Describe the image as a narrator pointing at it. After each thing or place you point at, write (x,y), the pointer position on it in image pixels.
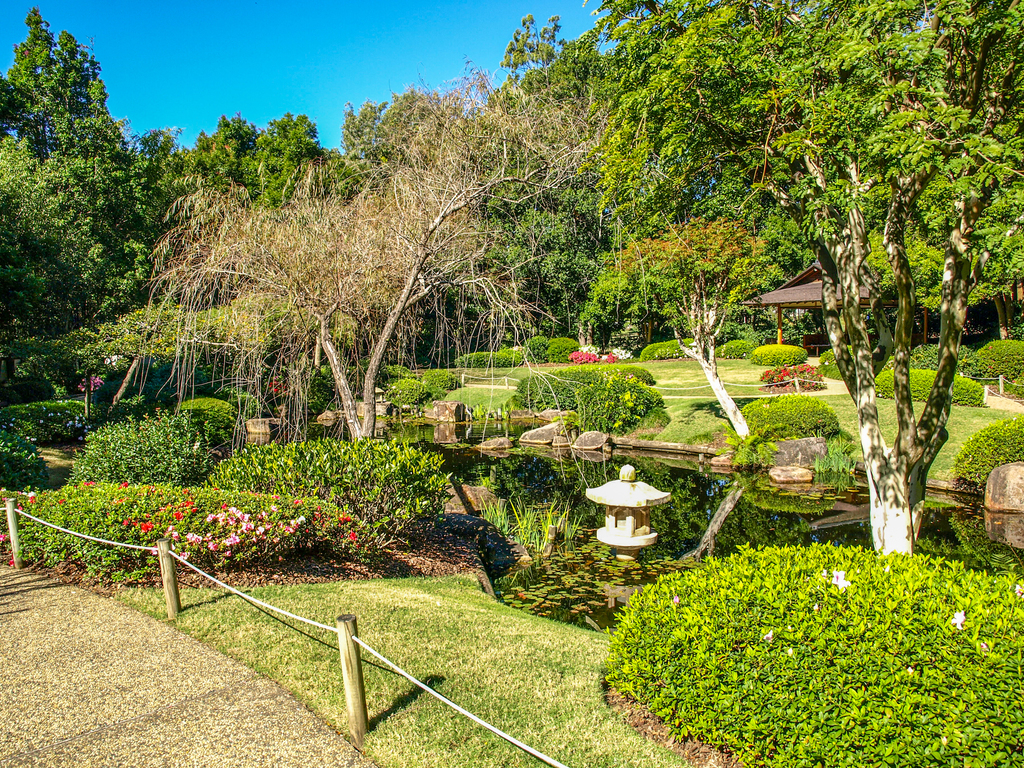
In this image there is the sky (327,17) towards the top of the image (311,23), there are trees (841,117), there are plants (657,351), there is grass (678,371), there is water (783,502) towards the right of the image (818,516), there is a fence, there are flowers (246,517), there are objects (622,482) on the ground (673,439), there is ground (227,729) towards the bottom of the image (405,733).
